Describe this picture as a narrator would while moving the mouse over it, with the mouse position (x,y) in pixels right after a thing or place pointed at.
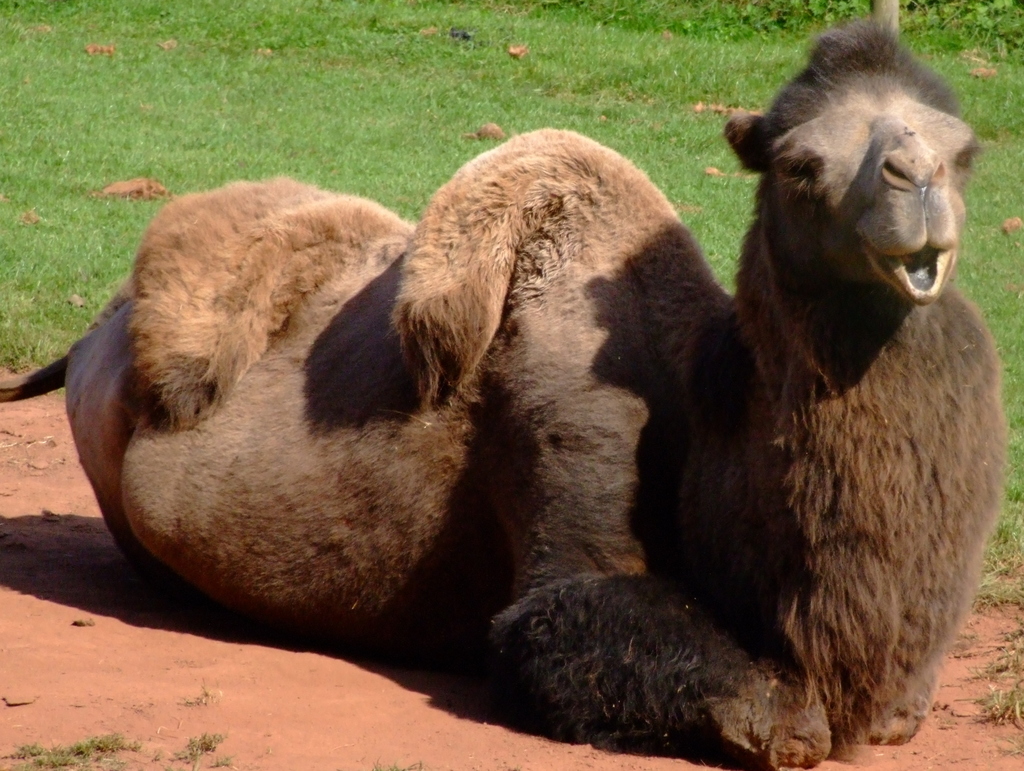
In this image, we can see a camel (501,486) on the ground (970,674). In the background (505,139), we can see the grass (698,103), pole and plants (869,19).
